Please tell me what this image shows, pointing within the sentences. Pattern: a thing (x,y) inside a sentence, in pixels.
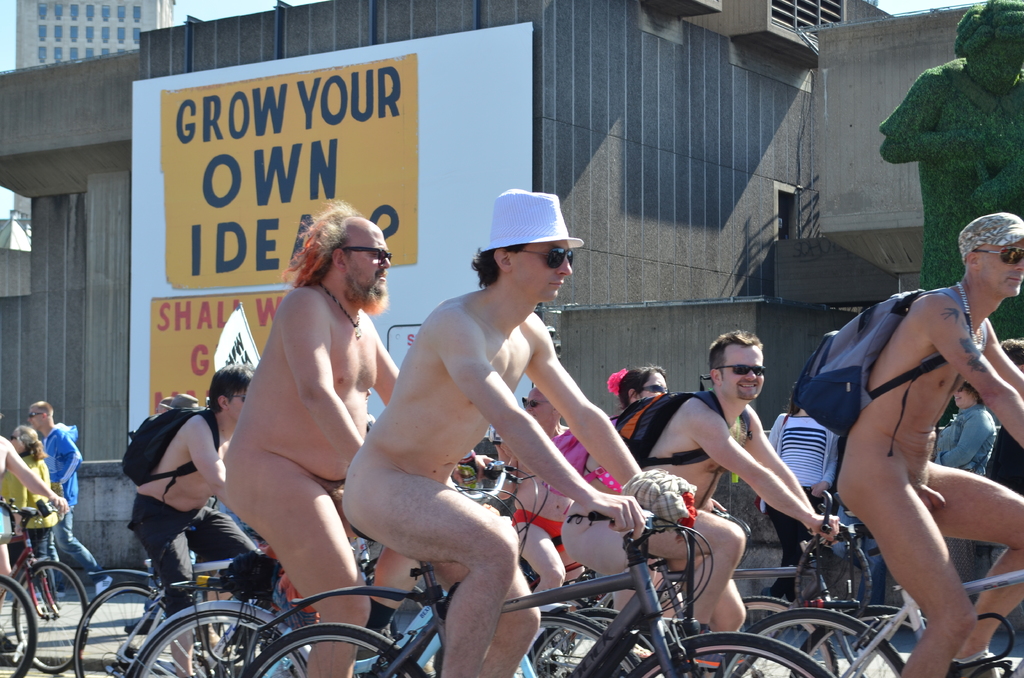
In this image there are group of people (901,430) riding bicycle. At the back (56,120) there are buildings (752,171) and at the top (221,16) there is a sky (221,6) and at the right (966,116) there is a statue (971,61) and there is a hoarding (282,160) at the back (325,146).
